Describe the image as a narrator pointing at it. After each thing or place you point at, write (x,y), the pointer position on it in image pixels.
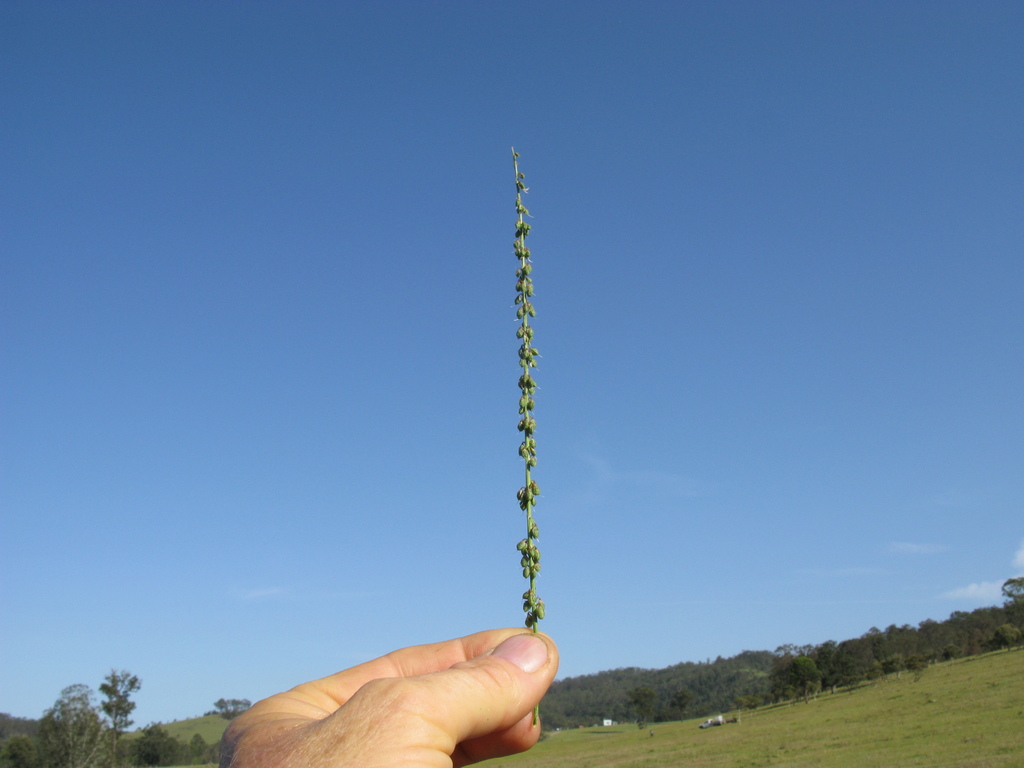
In this image there is a person (541,664) holding a small plant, there are trees (75,711), white color objects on the grass (660,739) and some clouds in the sky (674,441).
